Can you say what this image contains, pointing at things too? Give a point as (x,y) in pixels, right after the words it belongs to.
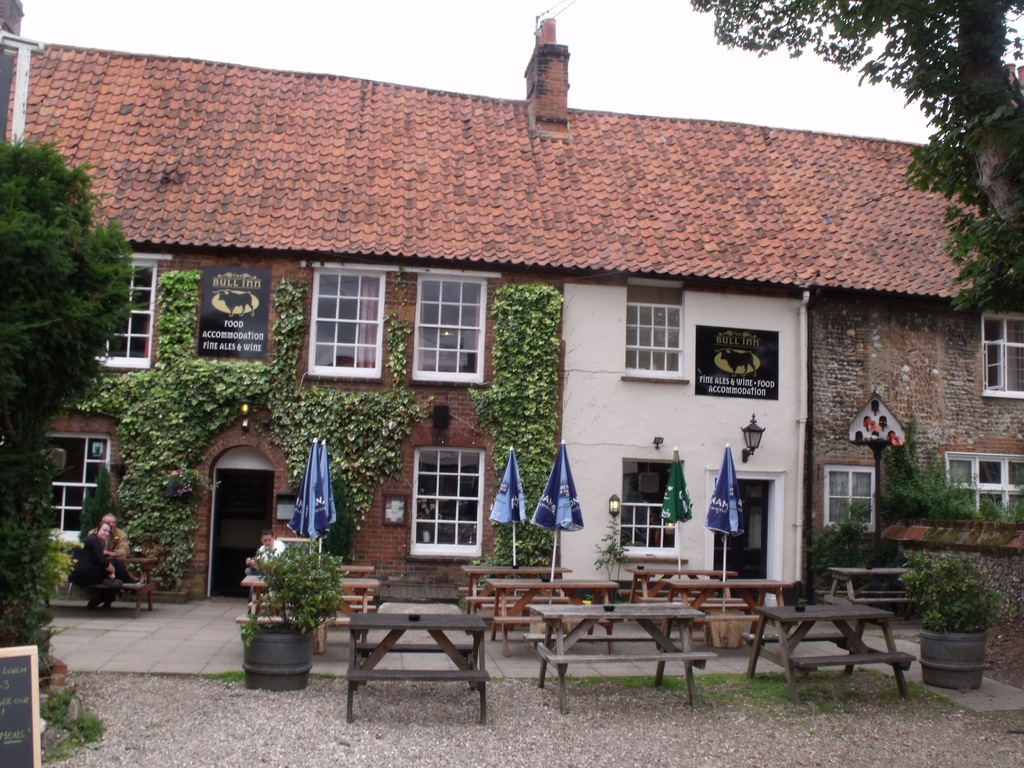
In this image we can see buildings (343,240), persons (255,563) sitting on the benches (278,619), house plants (298,608), parasols (733,505), street lights (751,433), name boards (715,391), trees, cables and sky (503,77).
